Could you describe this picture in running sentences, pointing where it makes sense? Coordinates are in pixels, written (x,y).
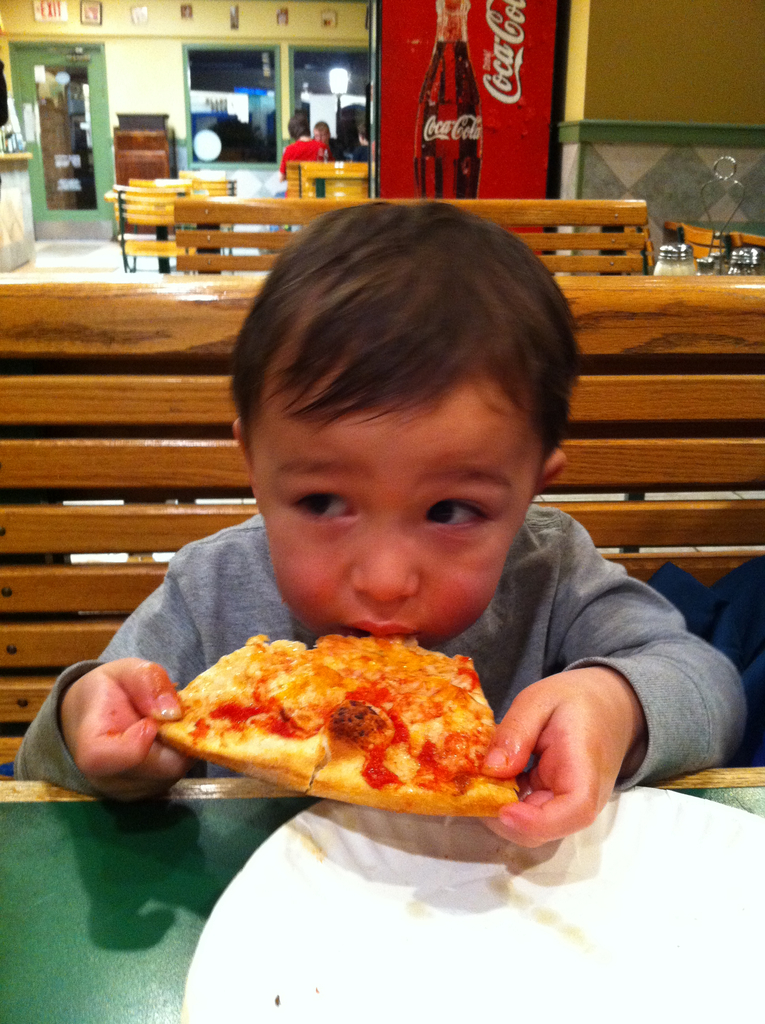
In this picture there is a kid (420,539) sitting on a bench (148,546) and holding a slice of pizza (338,719) in his hands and eating it and there is a plate (527,926) in front of him and there are few benches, chairs (224,188), refrigerator (398,69) and some other objects (291,111) in the background (482,59).
